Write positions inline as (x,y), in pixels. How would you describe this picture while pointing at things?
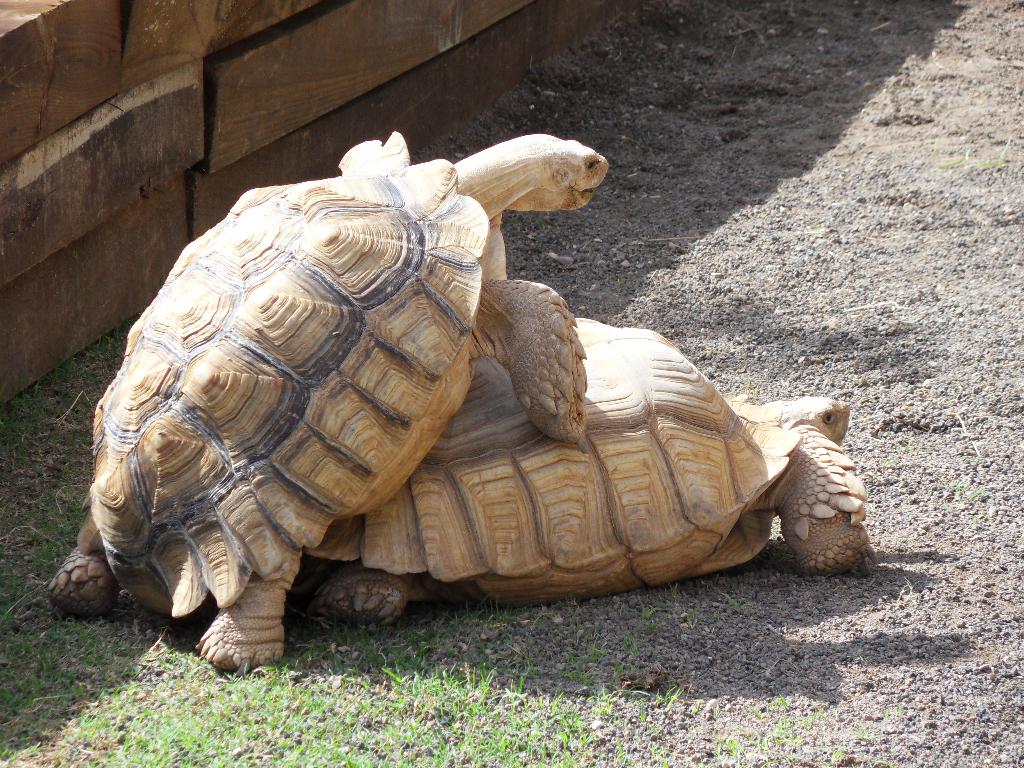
In this picture there is a tortoise (488,456) in the center of the image (456,405) and there is another one (395,263) above it, there are wooden boards (253,114) in the top left side of the image (176,82).
